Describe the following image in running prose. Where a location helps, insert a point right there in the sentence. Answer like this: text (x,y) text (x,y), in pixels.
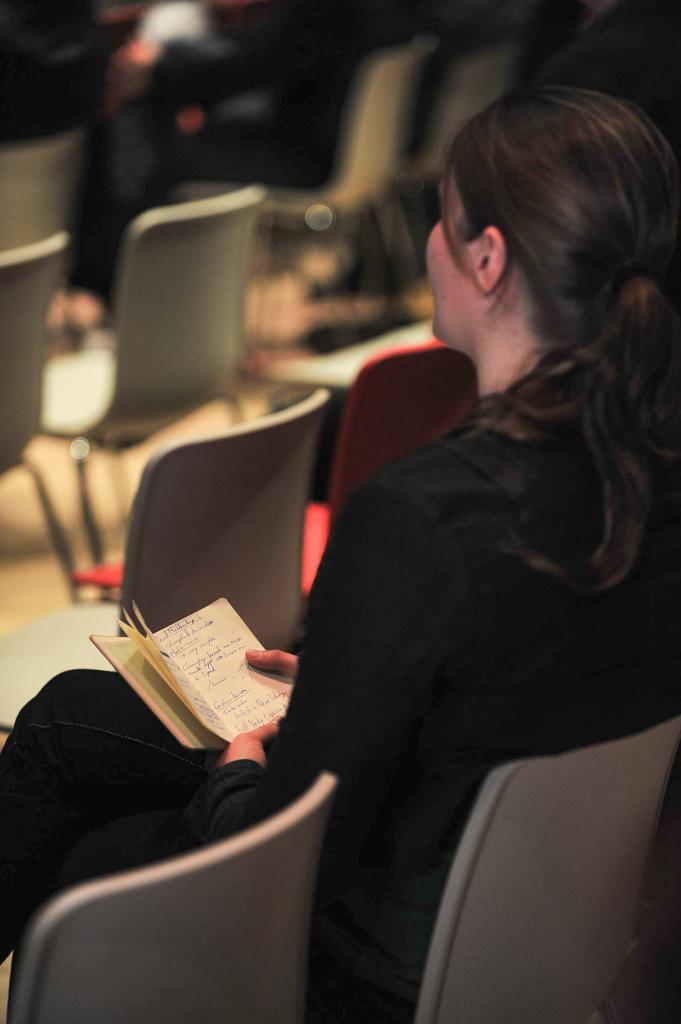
This picture shows a woman (511,651) sitting in the chair (520,801) holding a book (209,682) in her hands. There are some chairs (141,375) here.
